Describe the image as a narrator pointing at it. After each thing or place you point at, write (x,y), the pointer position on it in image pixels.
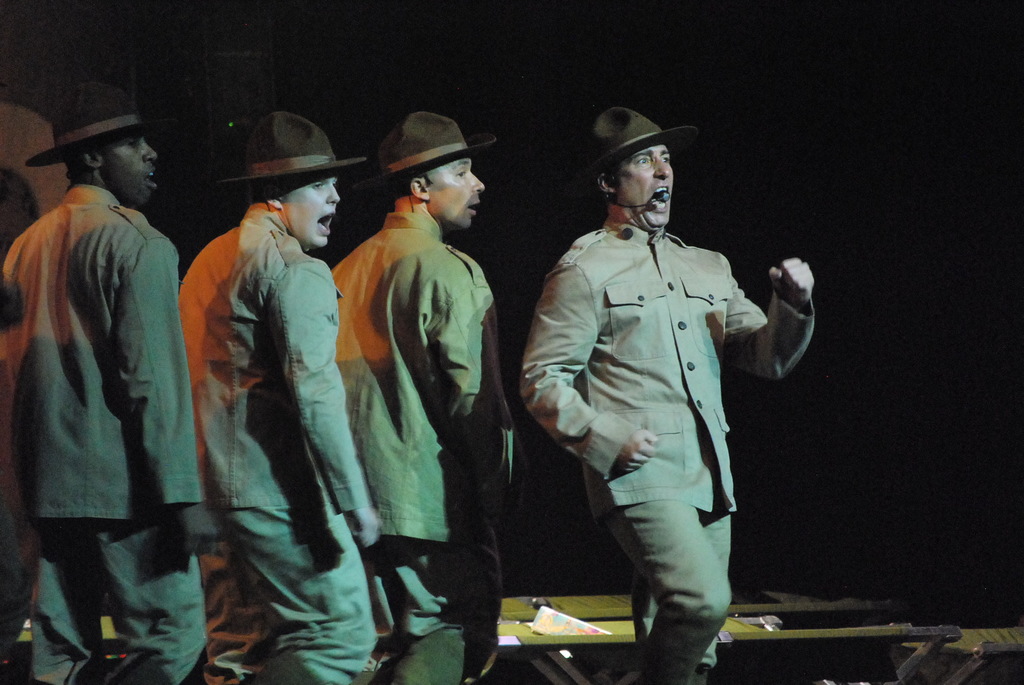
In this image there are people (559,354). They are wearing hats (71,124). Right side (691,262) there is a person (699,442) walking. He is singing. Behind him there are few objects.
